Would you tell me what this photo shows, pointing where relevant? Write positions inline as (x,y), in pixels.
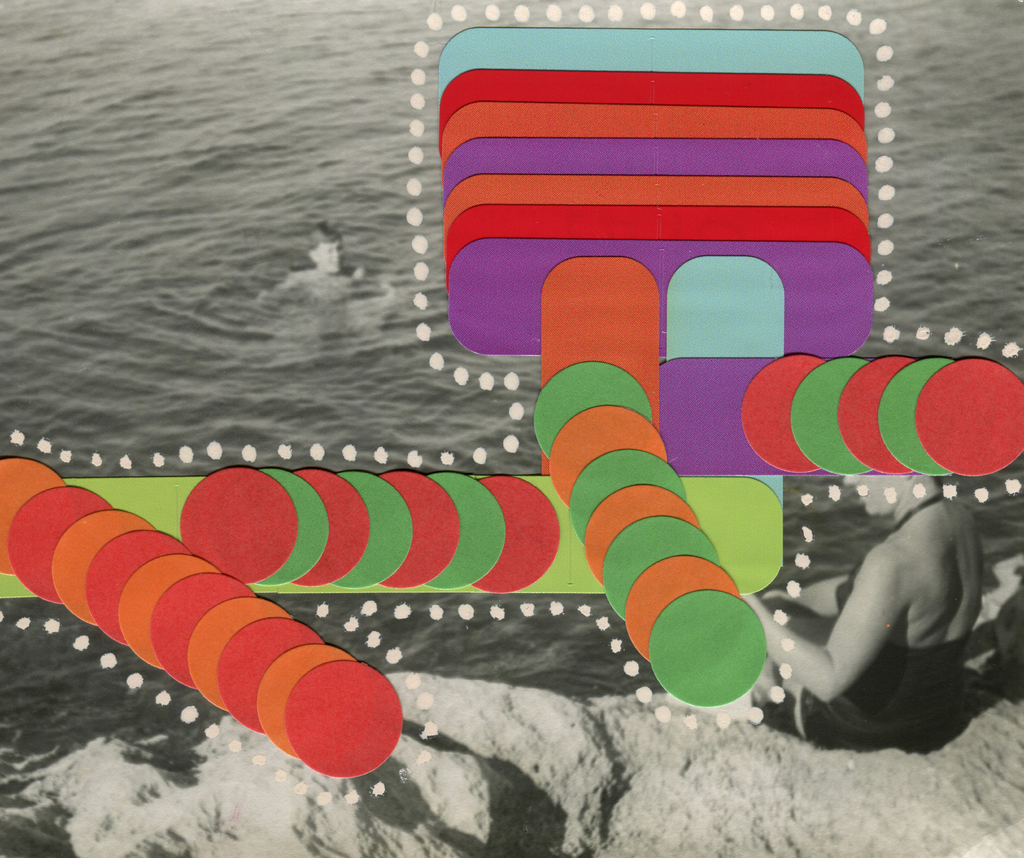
This picture is an edited picture. In this image there is a person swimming in the water (293,306). There is a woman (768,610) sitting on the rock (710,769). At the bottom (660,769) there is rock (826,775).
